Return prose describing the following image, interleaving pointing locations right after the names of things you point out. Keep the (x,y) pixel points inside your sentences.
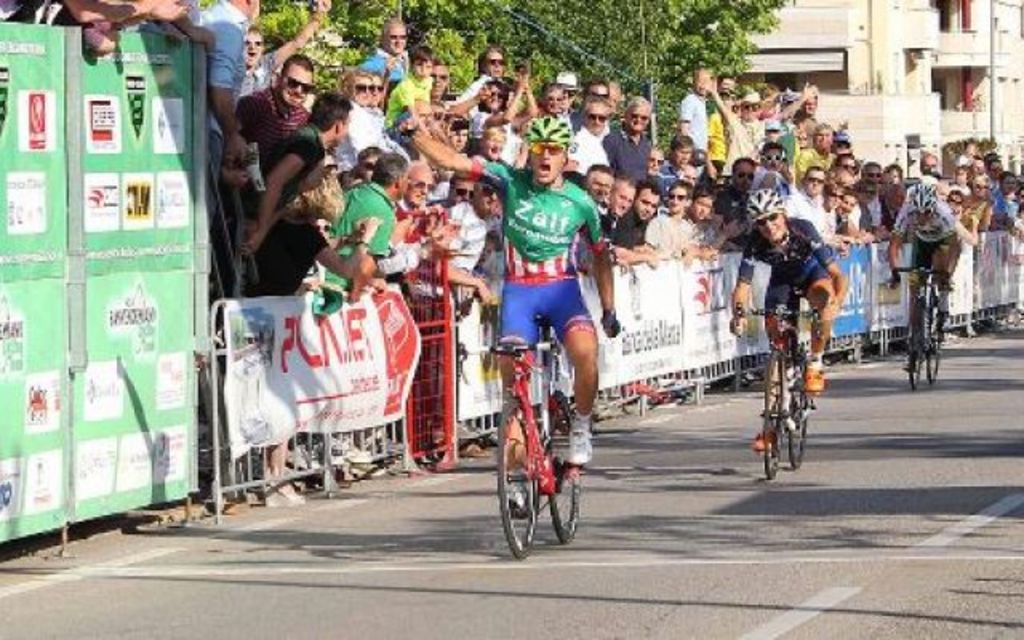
As we can see in the image there are banners (262,366), fence (302,451), three people (936,230) wearing helmets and riding bicycles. There are group of people (744,142) watching them. In the background (898,48) there are buildings (875,36) and trees (593,17).
